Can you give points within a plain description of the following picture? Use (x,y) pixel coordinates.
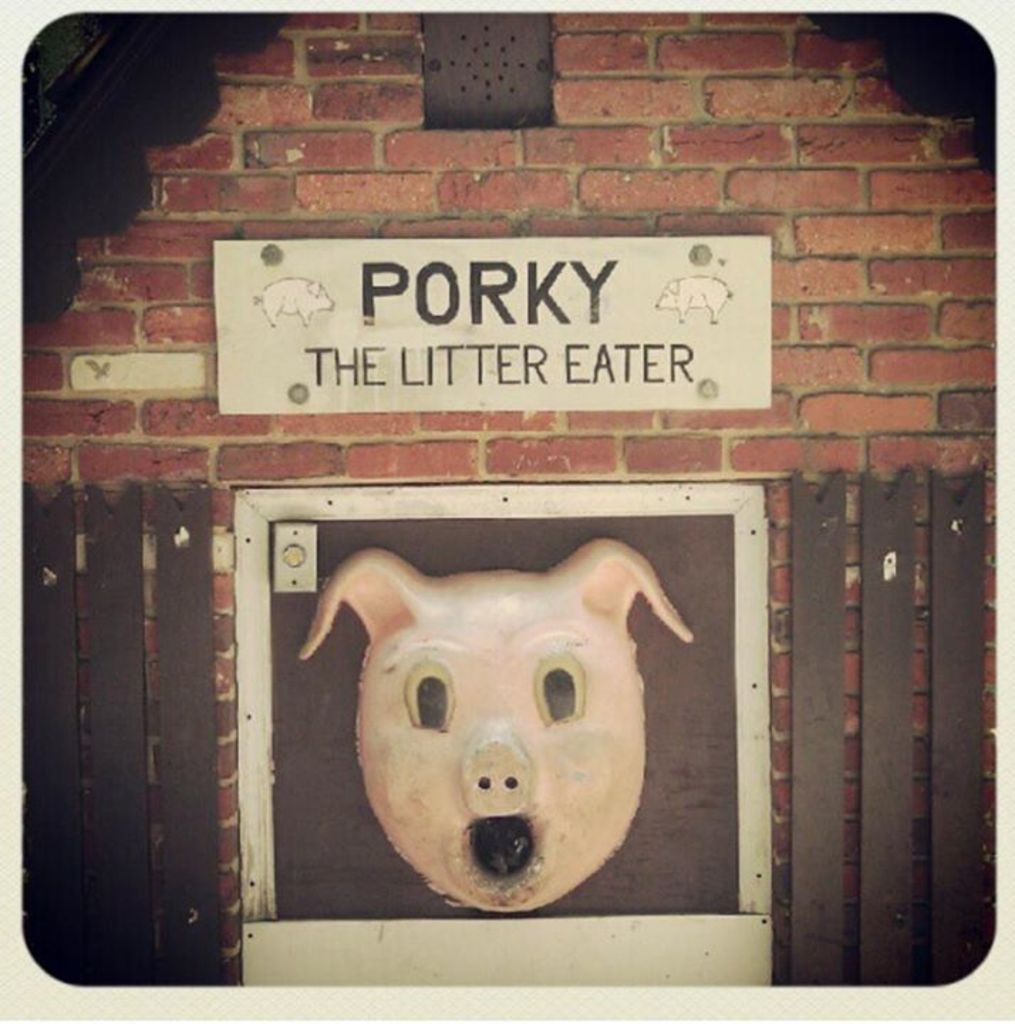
In this image, there is a brick wall (368,430), there is a white color board (478,244) on the wall (799,269), on that board (760,261) PORKY THE LITTER EATER is printed, there is a picture of the pork animal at the bottom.
